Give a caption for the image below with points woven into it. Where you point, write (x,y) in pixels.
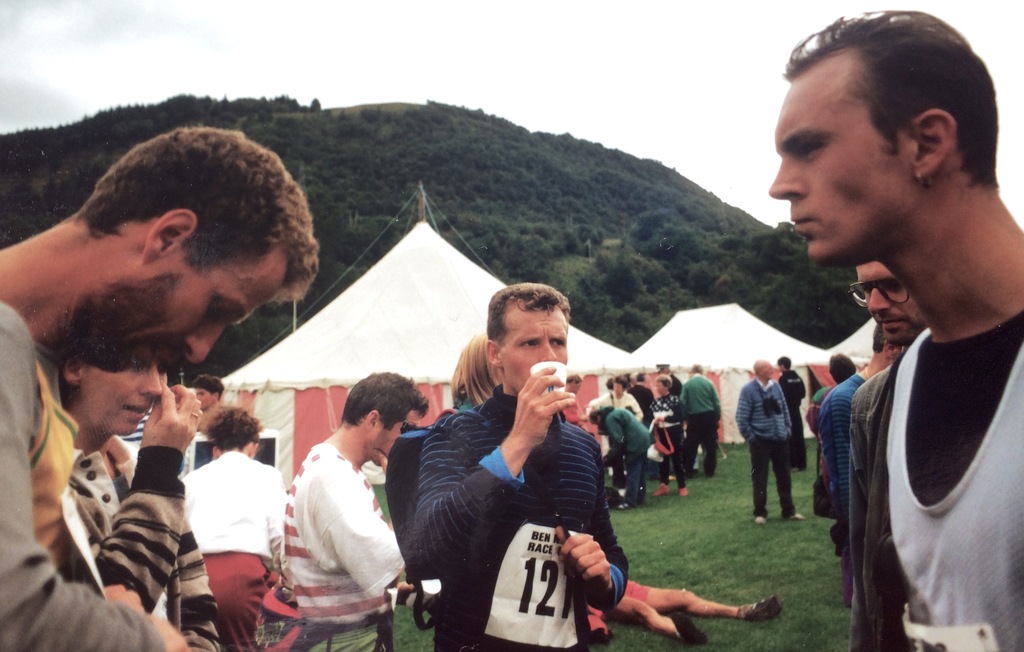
In this image I can see number of persons (315,507) are standing on the ground (701,513). In the background (416,351) I can see few tents (626,355) which are white and red in color, a mountain (568,235), few trees (500,182) on the mountain (551,211) and the sky (522,105).
